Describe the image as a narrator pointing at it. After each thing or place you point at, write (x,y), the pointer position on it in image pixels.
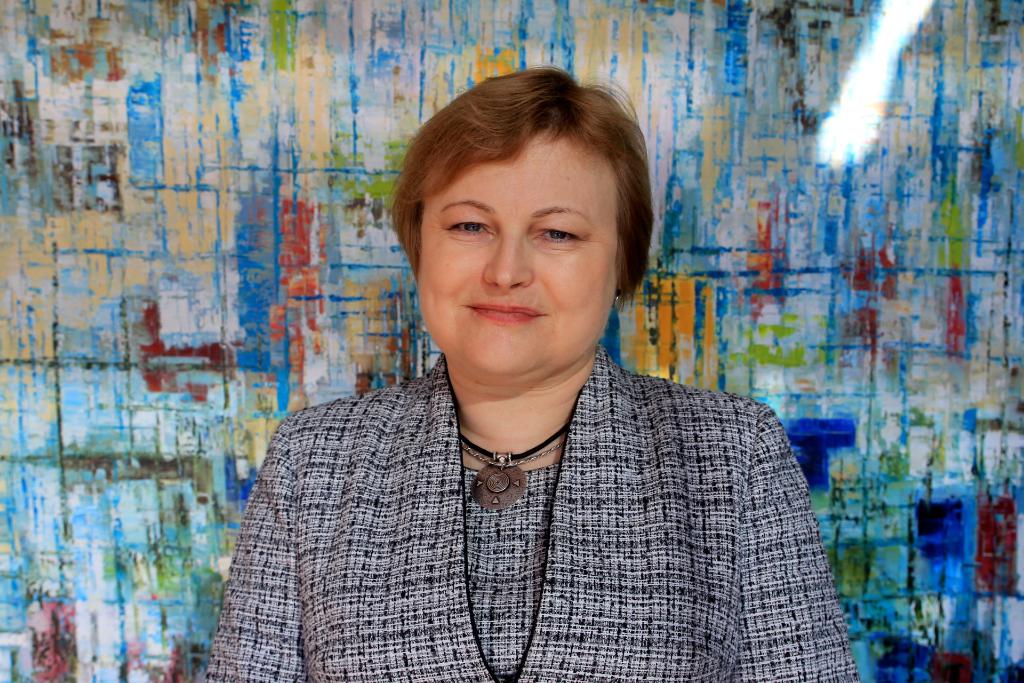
In the image there is a woman (585,315) in grey dress (580,418) standing in front of a colorful wall (716,330).
